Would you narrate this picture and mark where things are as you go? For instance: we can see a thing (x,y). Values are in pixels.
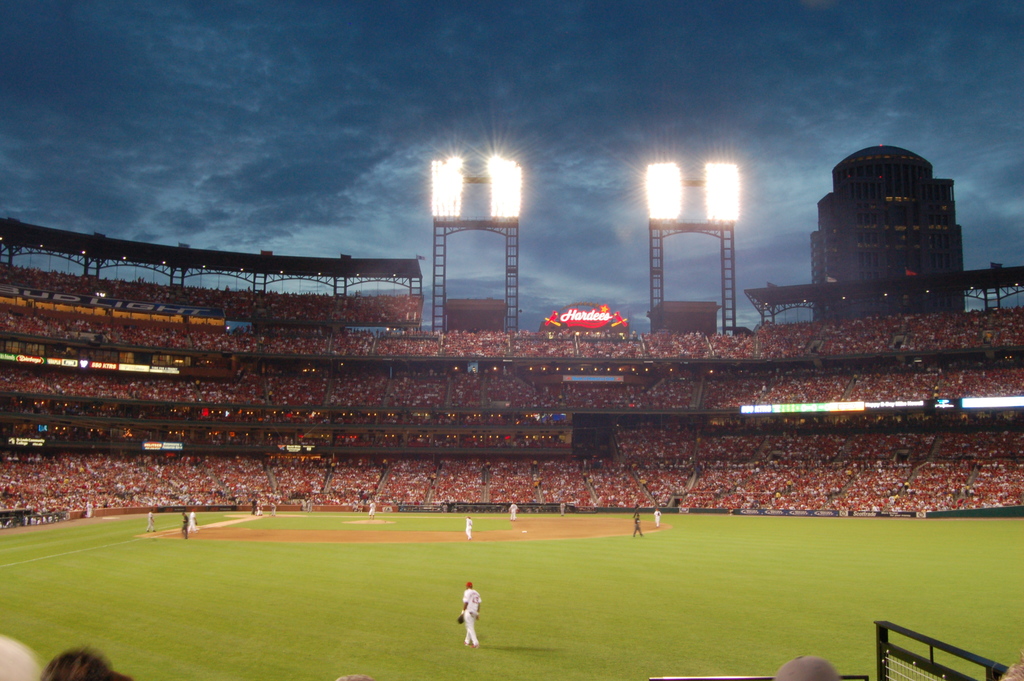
In this image we can see group of people (474,621) wearing dress (192,530) are standing on the ground (459,571). In the background (919,454), we can see audience (612,393), light poles (452,213), building (898,239) and the sky (308,130).
